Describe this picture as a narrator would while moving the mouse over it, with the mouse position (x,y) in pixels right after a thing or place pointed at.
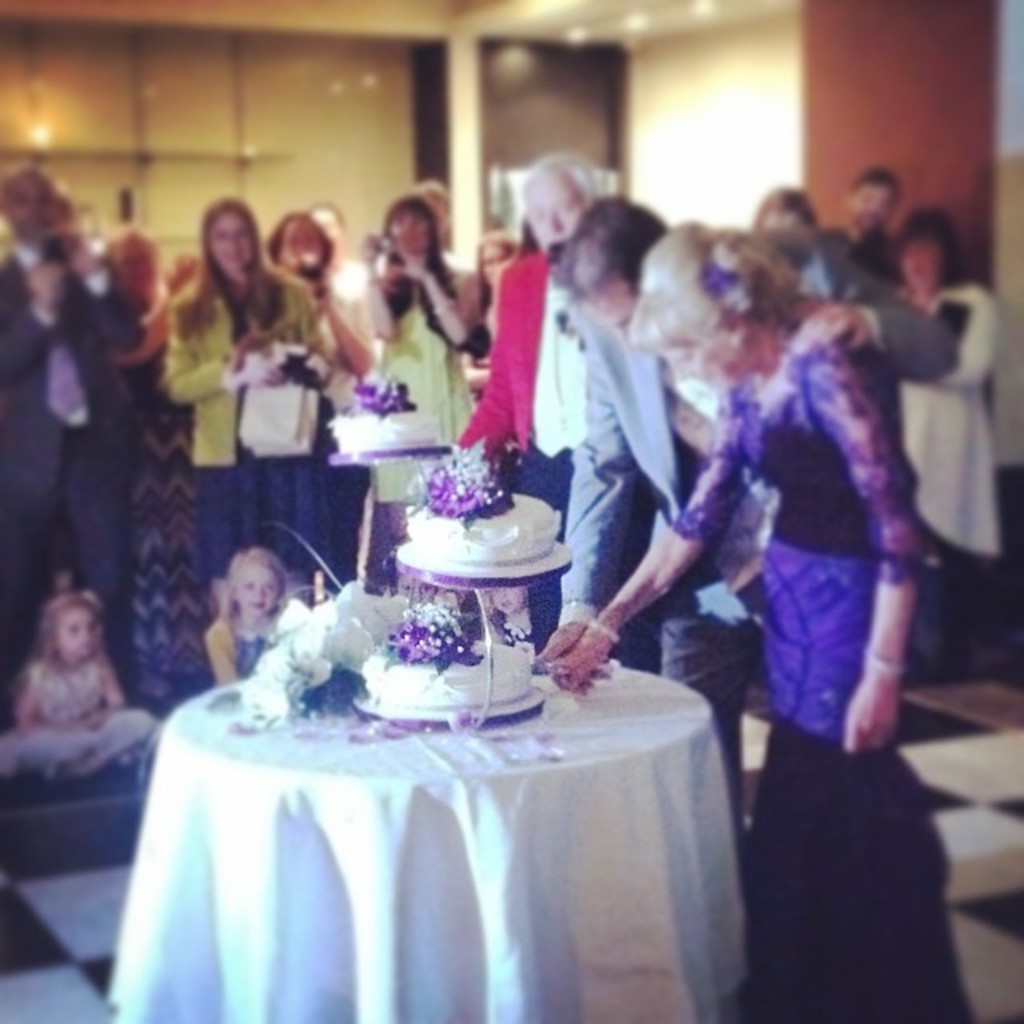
In this image i can see a man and woman (645,313) cutting cake (527,499) on table (511,773) at the background (98,407) i can see few other man (44,424) standing, a glass (549,108) and a wall (480,111).
